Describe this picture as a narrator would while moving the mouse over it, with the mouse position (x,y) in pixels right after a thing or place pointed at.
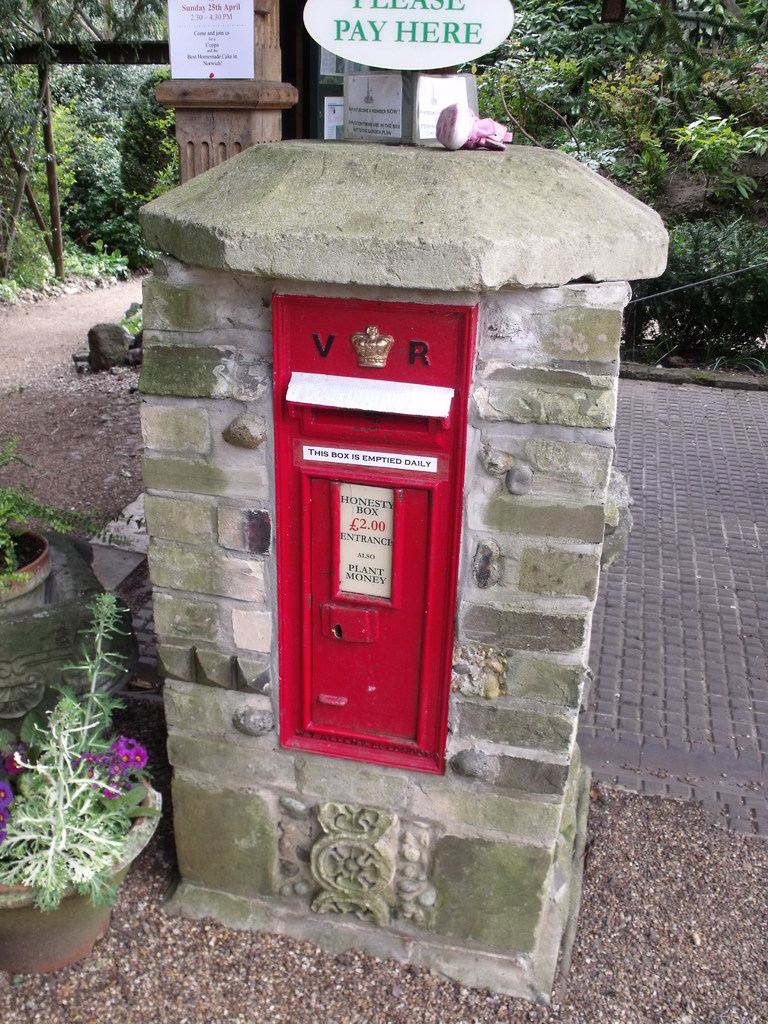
In the foreground (305,895) I can see a pillar (271,878), box (374,613) and houseplants (96,705). In the background (707,319) I can see trees (524,100), board (474,2) and metal rods (88,59). This image is taken may be during a day.
